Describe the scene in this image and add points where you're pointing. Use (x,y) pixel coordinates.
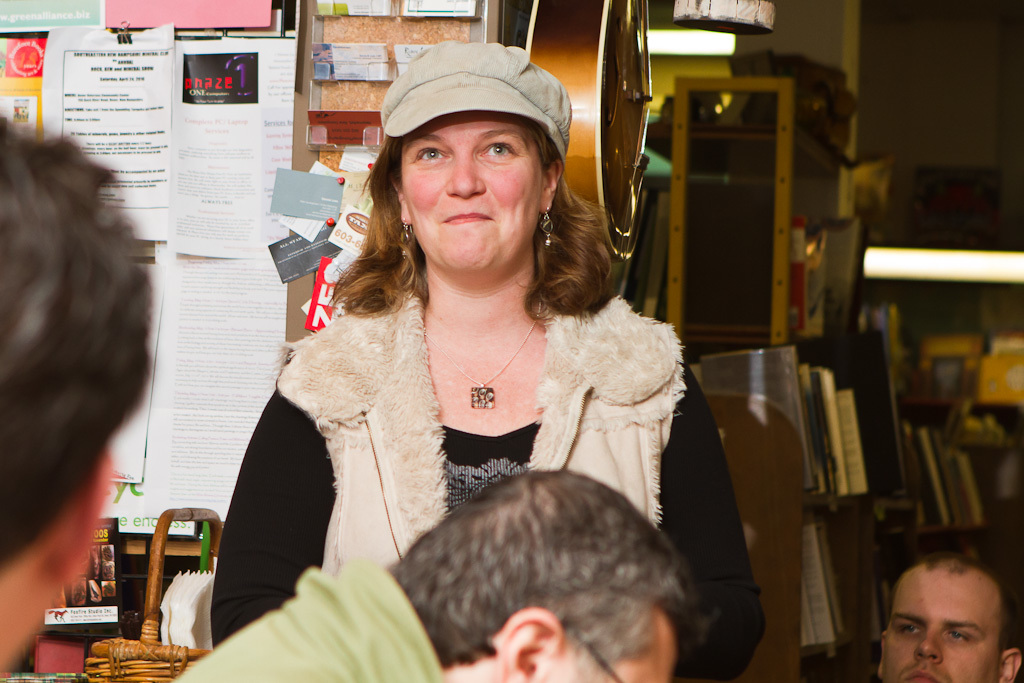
In this picture we can see a woman (554,388) standing here, she wore a cap (466,109), there is a board (341,93) here, we can see some papers (203,151) pasted on it, we can see some books (854,443) here, there are three persons (555,630) in the front (370,644), we can see a light (973,271) here.
